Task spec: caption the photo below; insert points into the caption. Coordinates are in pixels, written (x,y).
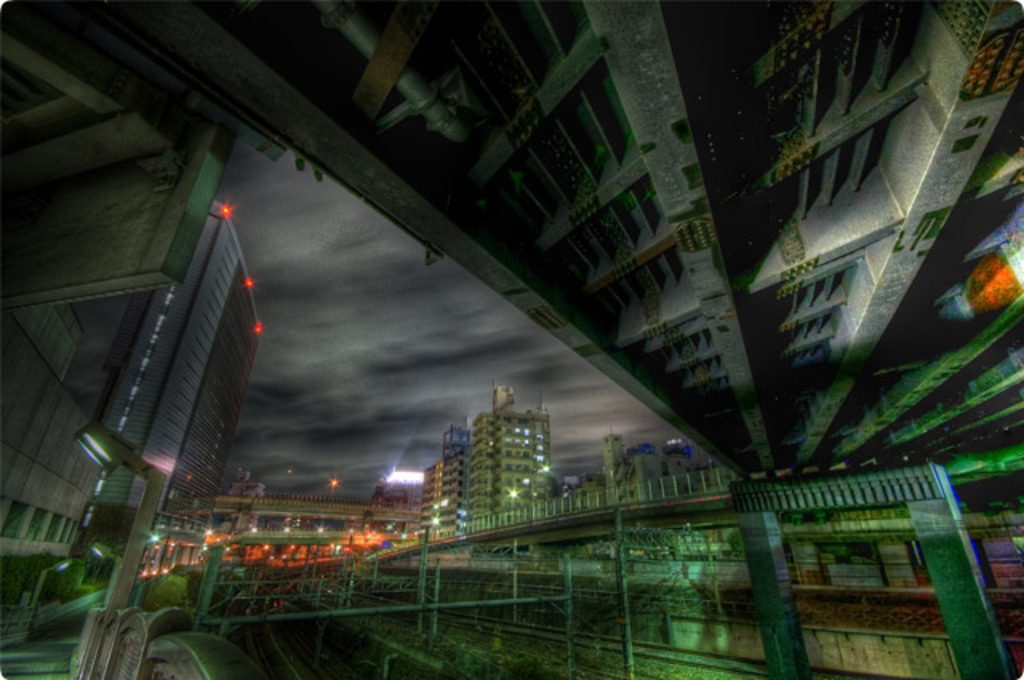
In this image there are buildings (466,509). In the center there is a bridge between the buildings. At the top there is the sky (349,291). Beside it there is the ceiling (889,128) in the image.
